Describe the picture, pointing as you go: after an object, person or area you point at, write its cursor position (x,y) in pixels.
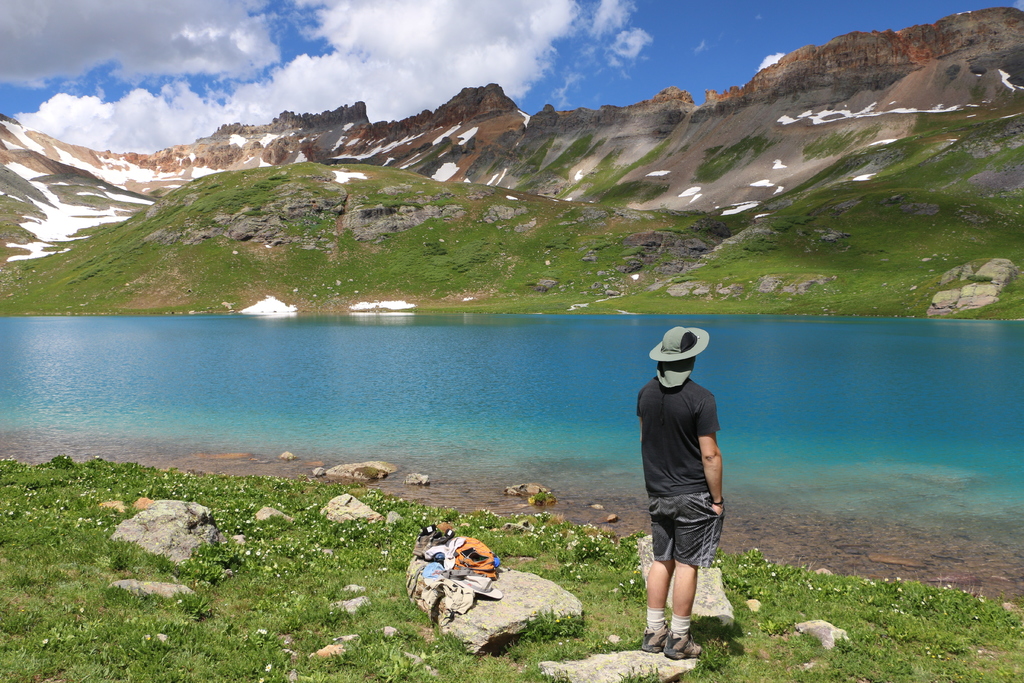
In this image I can see in the middle (669,436) a person (656,603) is standing, he is wearing a black color t-shirt (680,444). In the middle (507,329) there is the lake (544,418). At the back side (366,125), there are hills (362,193) with the snow (25,167), at the top (408,47) it is the cloudy sky (688,59).
